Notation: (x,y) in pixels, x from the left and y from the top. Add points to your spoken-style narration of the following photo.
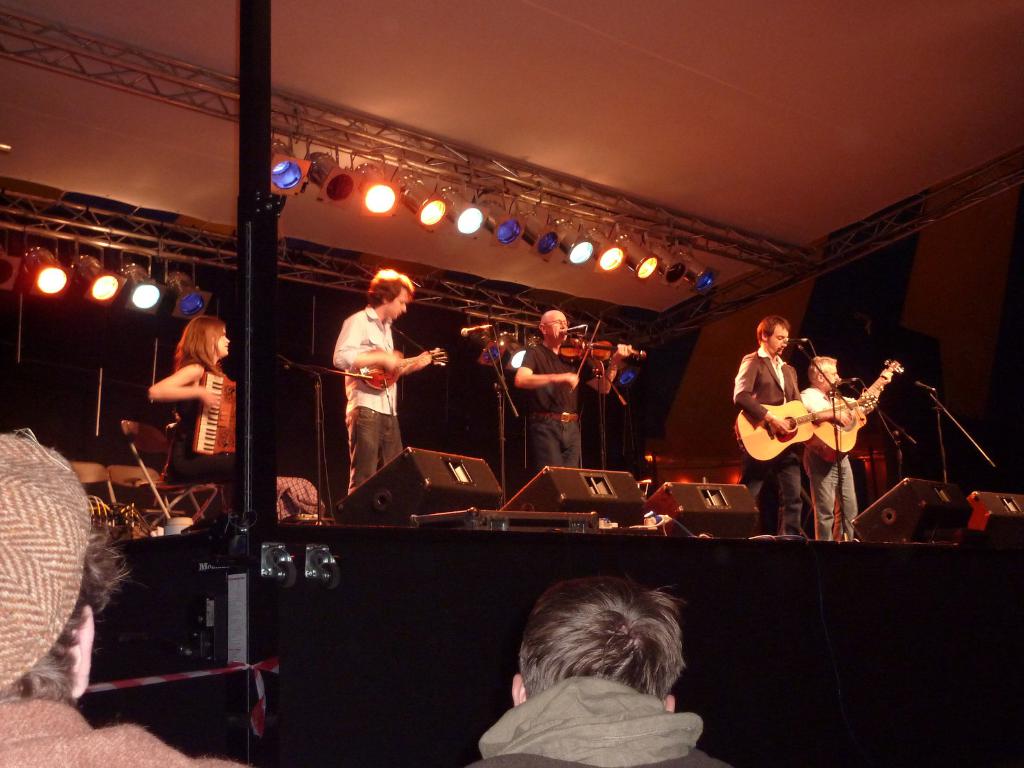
In this image we can see a group of persons (352,415) are standing on the floor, and playing the musical instruments (830,425), and in front here is the microphone (844,379), and here a woman (181,393) is sitting and playing the accordion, and at above here are the lights (661,251), and here are the people (626,615) sitting.
